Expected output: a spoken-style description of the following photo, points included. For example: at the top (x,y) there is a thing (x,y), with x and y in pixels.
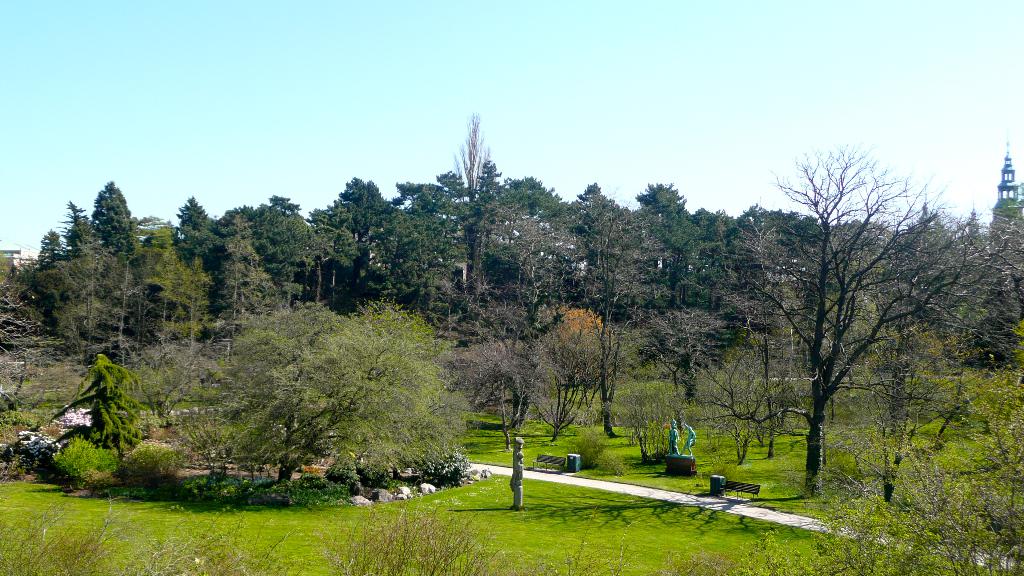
In this image there is sky (303,91), there is a building (1009,184) truncated towards the right of the image (1007,199), there are trees (288,257), there is grass (577,509), there are plants (599,455), there is a sculpture (674,434), there are benches (546,457), there are waste containers (576,462).
